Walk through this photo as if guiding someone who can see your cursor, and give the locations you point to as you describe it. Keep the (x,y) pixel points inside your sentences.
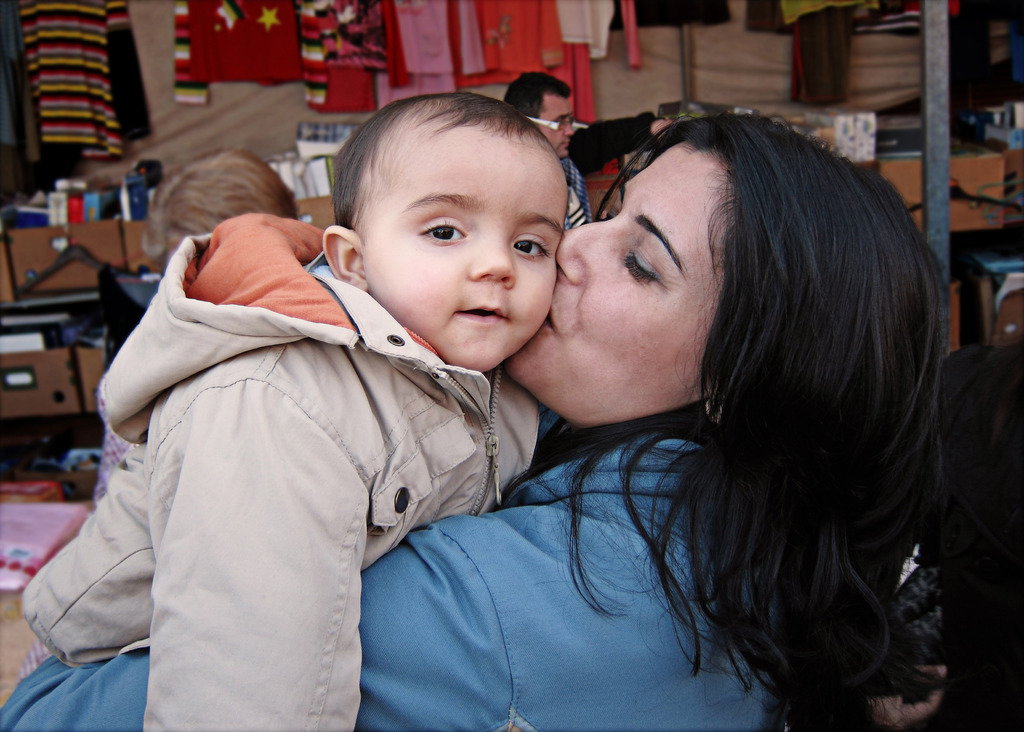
This picture describes about group of people (501,326), they are standing, in the middle of the given image we can see a woman (566,387), she is holding a baby (382,448) in her hands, in the background (75,290) we can find few clothes (317,95) and some other things (142,189).
